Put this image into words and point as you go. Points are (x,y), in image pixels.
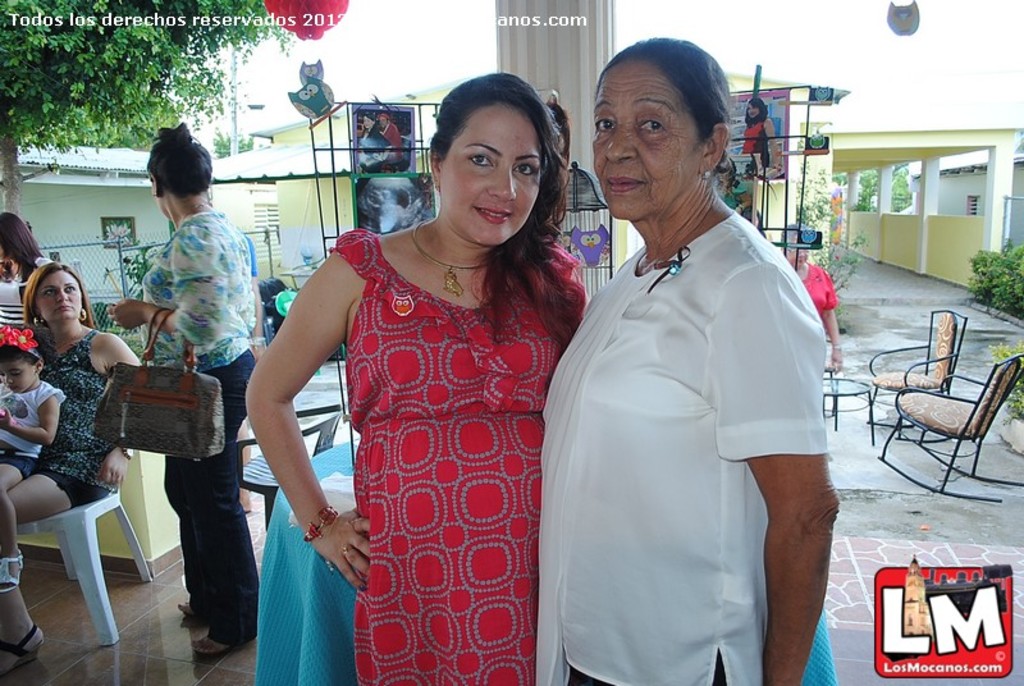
This image is clicked in a patio (866,573). There are many tables (856,393) and chairs (919,382) in the image. To the left corner of the image (120,492) there is a woman (67,487) sitting on a chair (79,511) and there is a kid (20,426) sitting on her. Beside her there is a woman (200,303) standing and holding a handbag (166,415) in her hand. In the center (408,313) there are two women (596,293) standing. Behind them there are racks (792,148) and posters (759,122) and photos (394,127) are placed in it. There is a tree (90,112), plants (106,328) and railing (104,271) in the image. In the background (562,25) there is a pillar (558,34), sky (748,24), building (101,162) and there is also text (530,19) to the top center of the image (528,20).
